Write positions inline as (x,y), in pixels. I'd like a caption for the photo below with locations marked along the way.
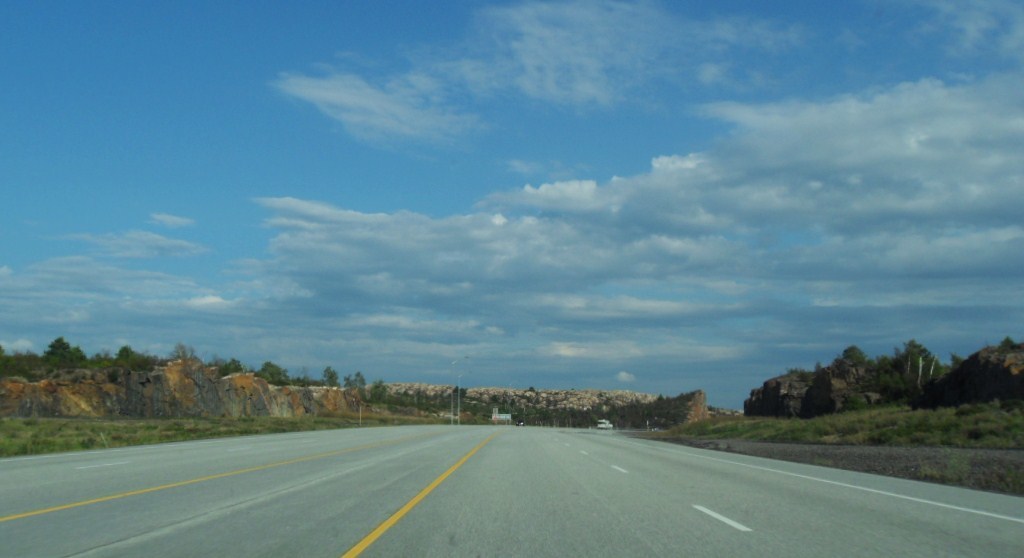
In this image we can see a road (775,479). Beside the road (795,507) there are trees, hills (362,397). In the background (450,424) there are vehicles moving on the road (509,431), trees (476,411) and hills (554,407) are there. The sky (622,156) is cloudy.
